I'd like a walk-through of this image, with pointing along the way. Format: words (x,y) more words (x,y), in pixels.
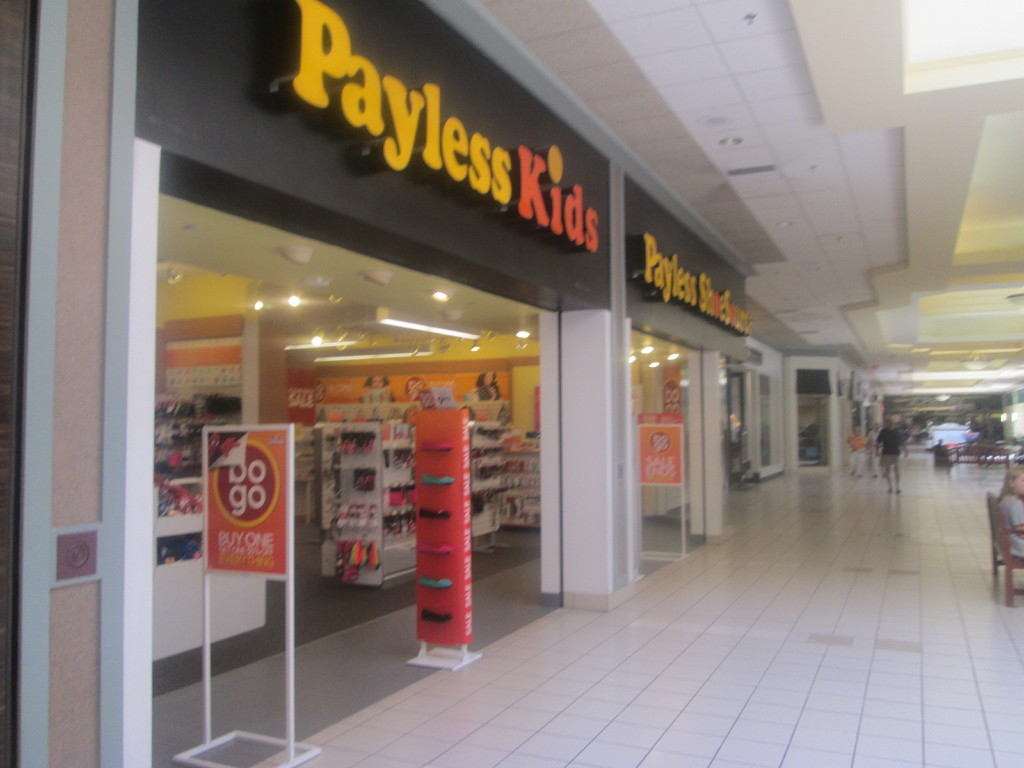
In this image we can see a building (223,292) with sign boards (643,280) and a pillar (598,462). We can also see some boards (428,596) with some text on it, some objects (432,580) placed in the racks (357,502) and some ceiling lights (328,348) to a roof (305,348). On the right side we can see a group of people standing on the floor (919,586). We can also see a person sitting on a chair (1011,599).
